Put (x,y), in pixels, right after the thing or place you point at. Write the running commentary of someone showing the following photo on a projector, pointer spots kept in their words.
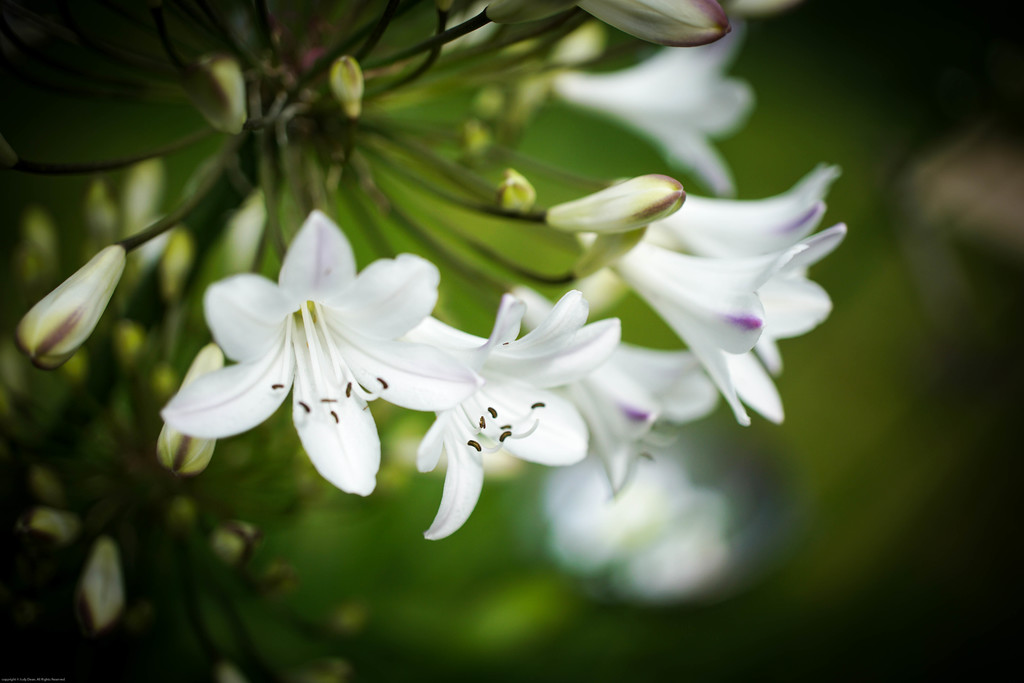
In this image there are flowers (541,355) which are in white color and we can see buds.
